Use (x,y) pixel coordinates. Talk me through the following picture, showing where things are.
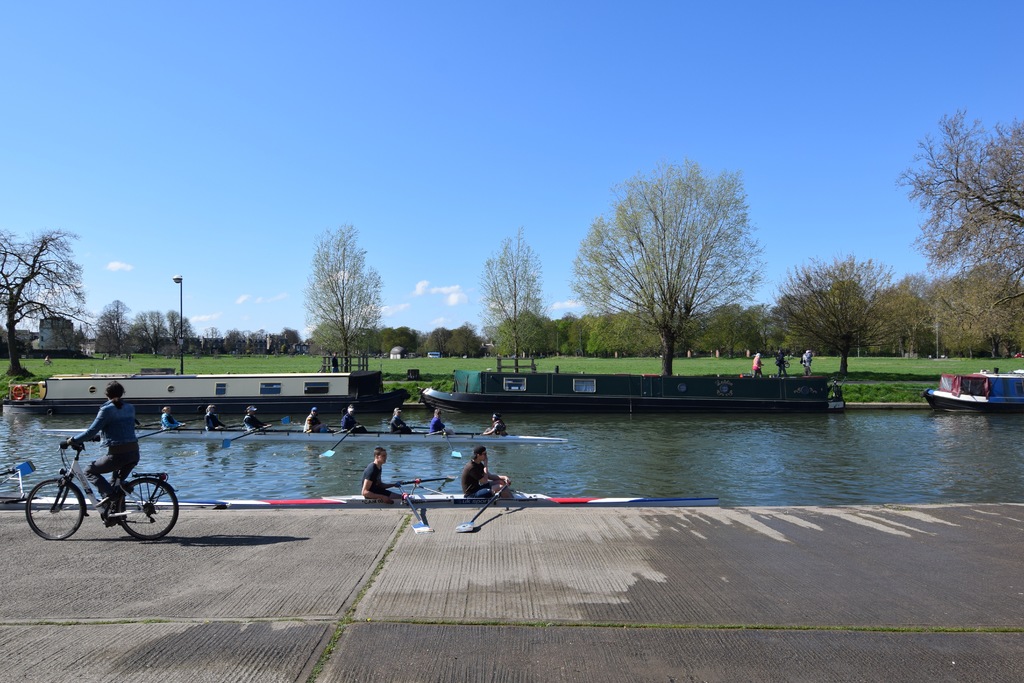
In this picture we can observe a road (324,559) on which there is a person (77,434) riding a bicycle (73,477). We can observe a lake (412,454) in which some people (317,416) rowing two boats (487,499). We can observe three steamers (573,392). In the background (237,330) there are trees (366,327). We can observe some grass (202,358) on the ground (262,365). In the background (301,169) there is a sky (330,150).
